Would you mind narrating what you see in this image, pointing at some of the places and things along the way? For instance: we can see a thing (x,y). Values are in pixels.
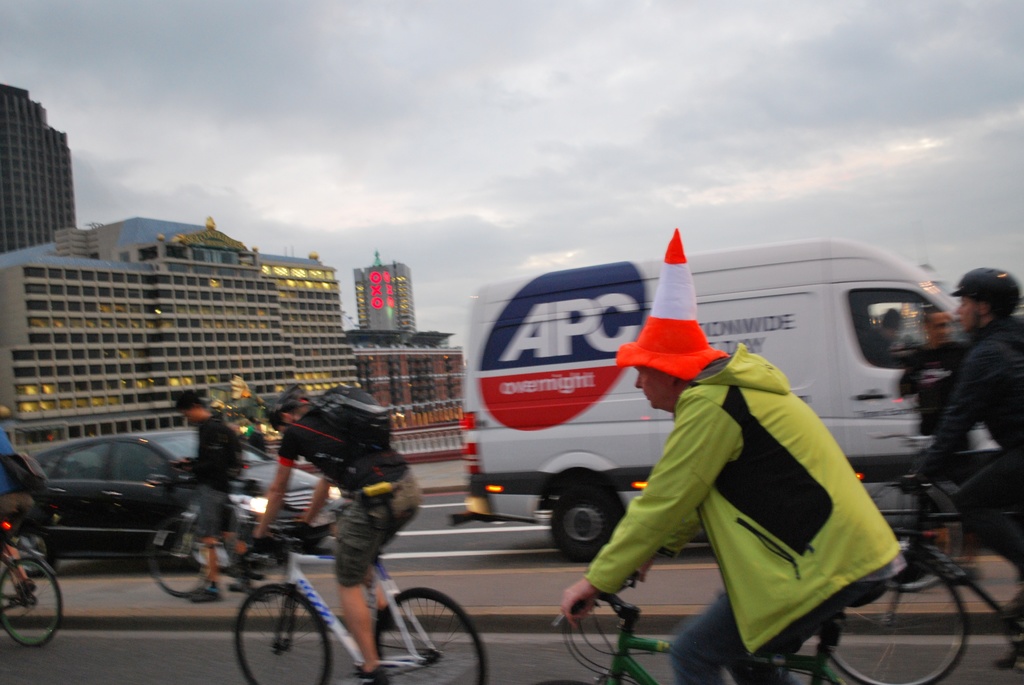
in the image there are people (352,542) riding bicycle (360,663) on road (468,681), on right side (810,299) there is a van (624,381) moving on road (697,552) followed by car (161,461), in the background (284,381) there are many buildings (187,327).
